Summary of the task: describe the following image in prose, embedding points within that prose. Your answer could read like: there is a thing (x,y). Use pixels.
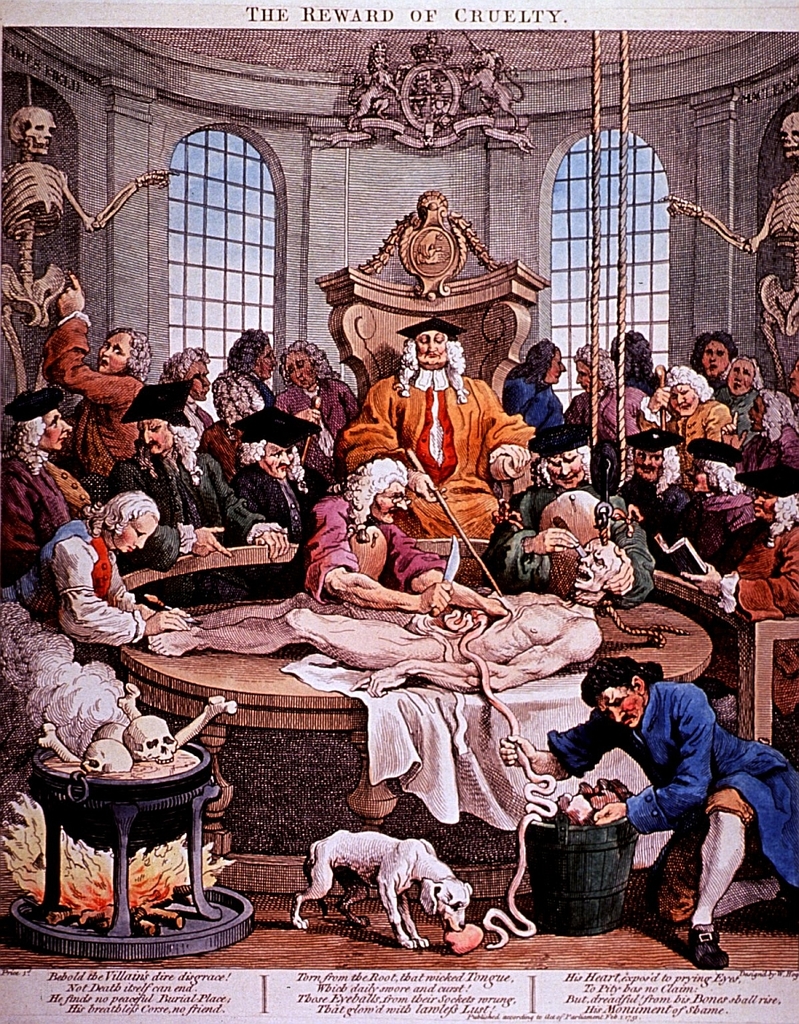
In this image, It looks like a painting. I can see groups of people (296,419) sitting and a person (449,679) lying. At the bottom of the image (436,893), I can see a dog (428,848) standing. On the left side of the image (131,885), It is a kind of a stove (87,878) with a bowl (97,810) of skulls (151,760) and bones (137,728) in it. On the left (34,222) and right side of the image (778,215), I can see skeletons (23,220). At the top of the image (435,119), these are the sculptures (425,91). At the bottom (225,990) and top of the image (266,18), I can see the letters (251,14).
